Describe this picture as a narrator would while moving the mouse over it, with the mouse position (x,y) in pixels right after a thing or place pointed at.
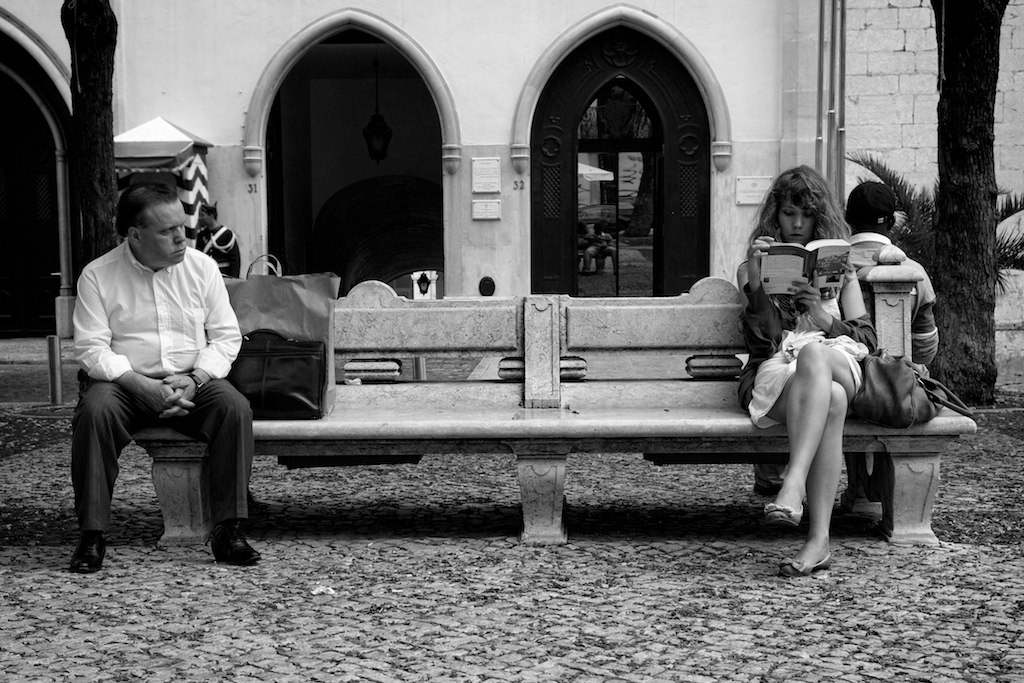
It's a bench (405,447) and in the left side of an image (251,415) there is a man (240,405) sitting on the bench (648,331) and observing the woman (774,322) who is in the right side (787,316). Here the woman (762,329) is sitting and reading the book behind them there are few trees (928,240) and some entrance wall (761,106).
